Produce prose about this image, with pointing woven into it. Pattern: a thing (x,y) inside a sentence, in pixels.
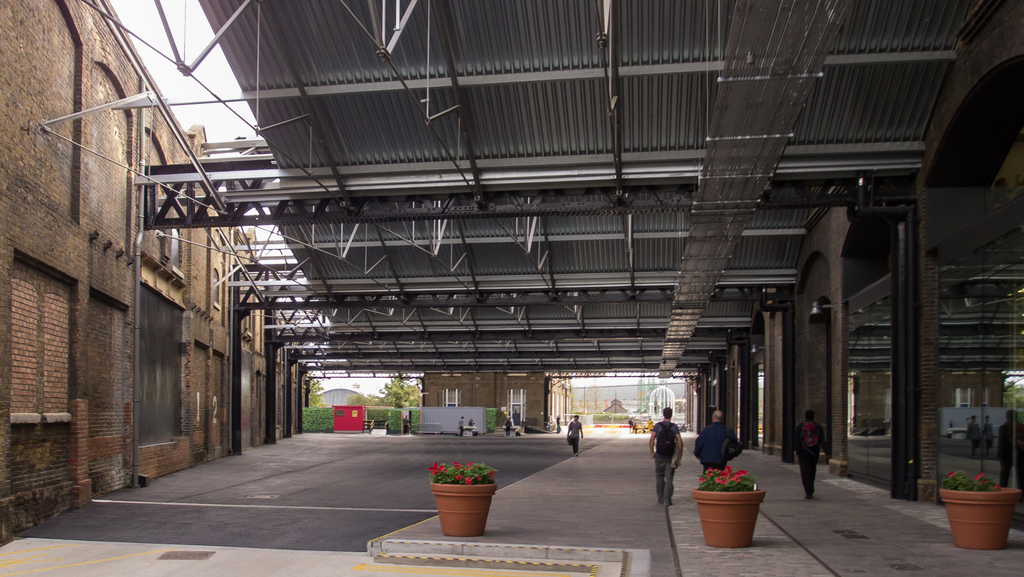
In the foreground of the image (318,525) we can see a road (259,542) and flower pots (724,508). In the middle of the image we can see some persons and trees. On the top of the image (344,77) we can see the roof (463,150) and iron rods (190,152).
